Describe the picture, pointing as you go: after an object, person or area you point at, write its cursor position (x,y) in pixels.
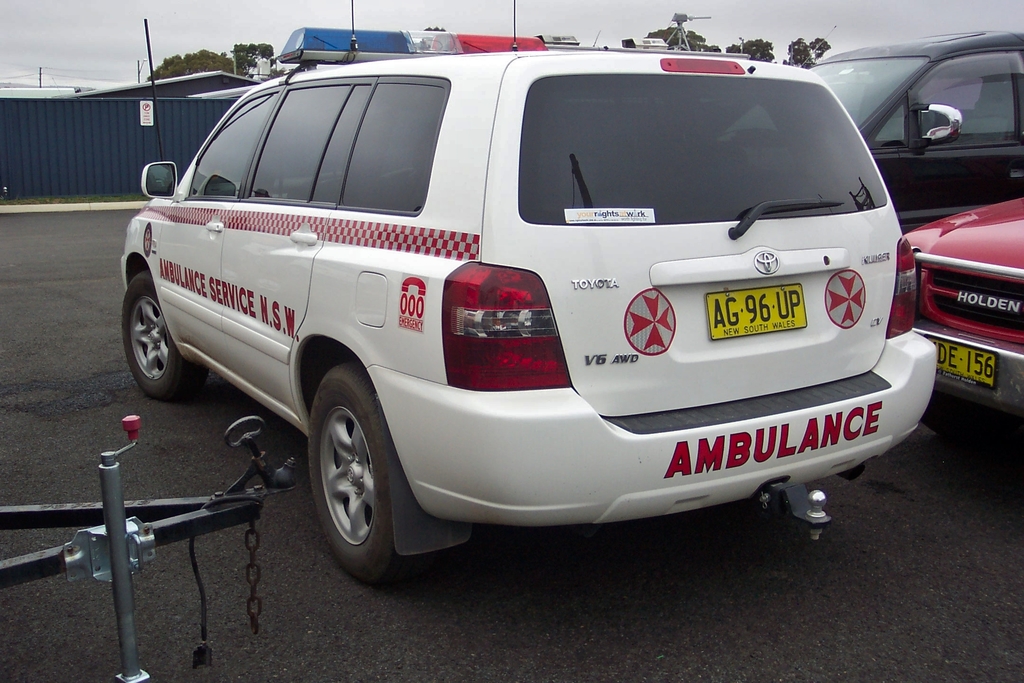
We can see cars (795,344) on surface (453,569). background (224,73) we can see roof top (224,86), trees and sky (176,22).
